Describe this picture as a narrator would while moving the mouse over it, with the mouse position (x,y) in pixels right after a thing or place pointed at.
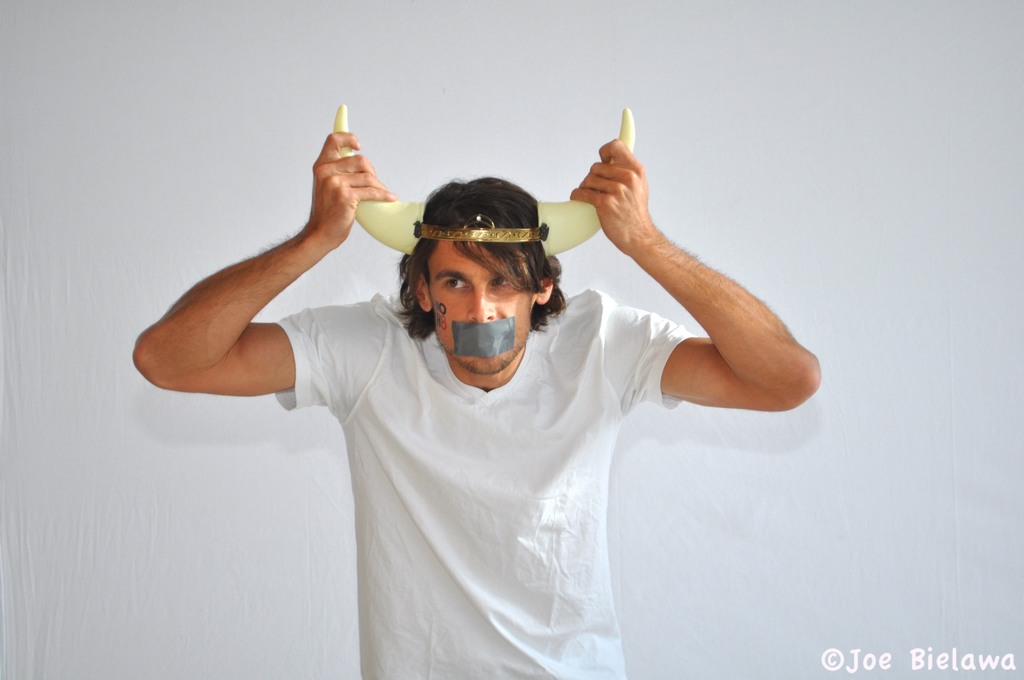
In this image we can see a man (484,249) is standing, he is wearing the white t-shirt (592,420), and there is a tape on the mouth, on the top (375,209) there are horns (559,235), the background (534,151) is in white color.
